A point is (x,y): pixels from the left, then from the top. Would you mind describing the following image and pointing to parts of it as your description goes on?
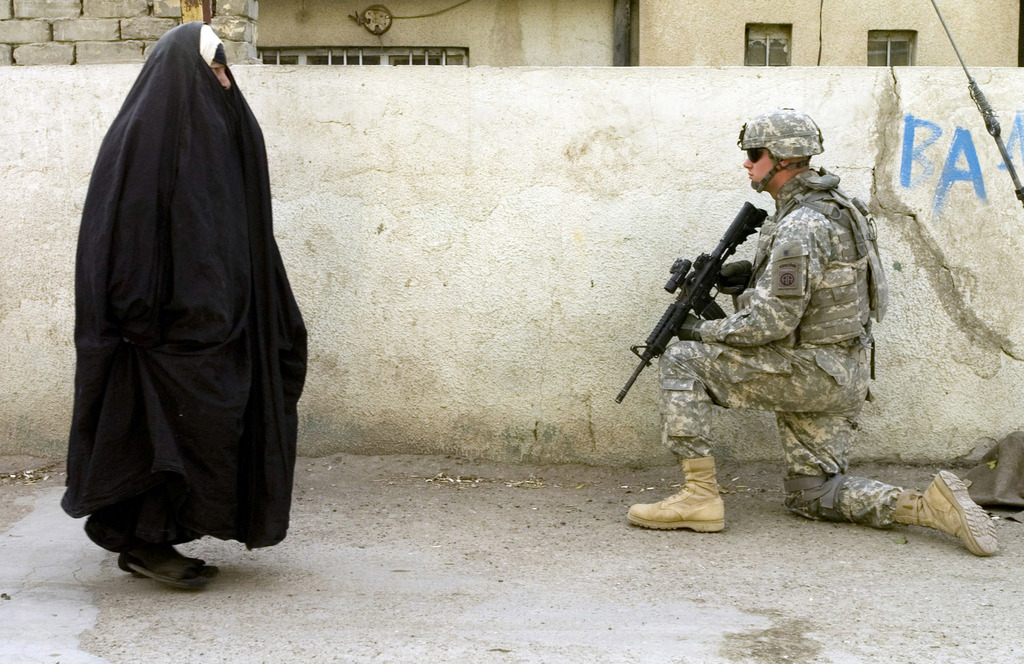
In this picture we can see two persons (752,340) here, a man (752,340) on the right side (797,337) is holding a gun (714,281), there is a wall (660,229) here, in the background (672,10) there is a house (649,15).
